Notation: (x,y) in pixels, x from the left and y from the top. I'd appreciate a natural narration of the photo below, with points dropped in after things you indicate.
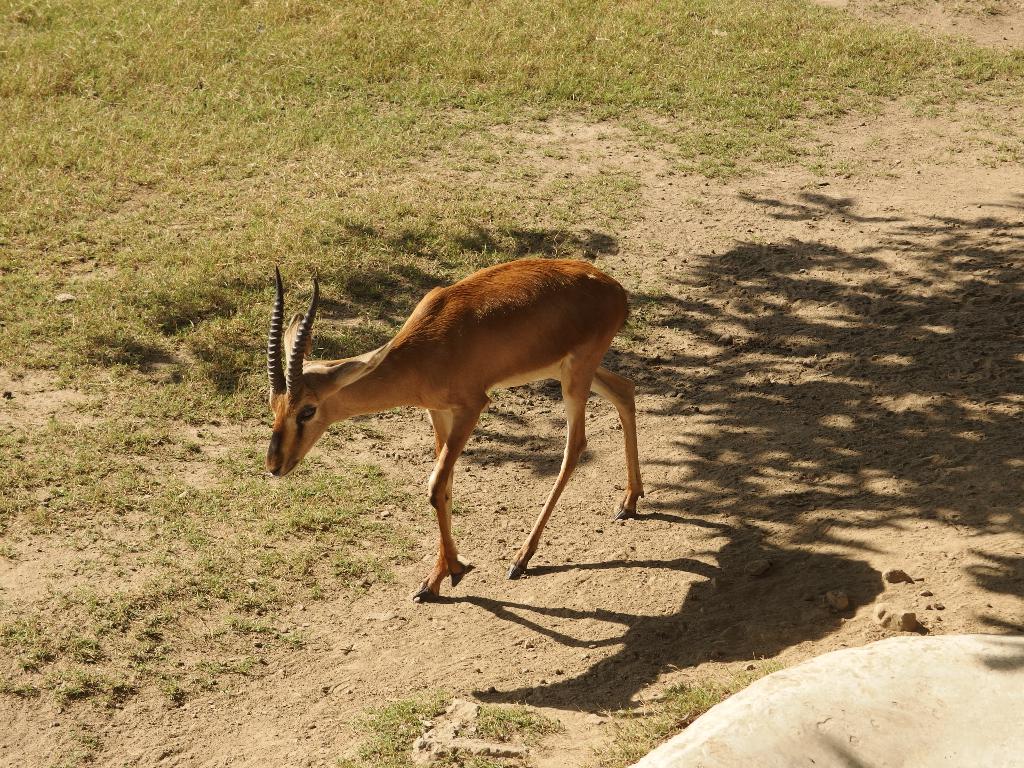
In this image we can see a deer (344,384) on the land (521,545). At the top of the image (442,107), we can see the grass (671,155). We can see a rock (803,736) in the right bottom of the image (869,696).
